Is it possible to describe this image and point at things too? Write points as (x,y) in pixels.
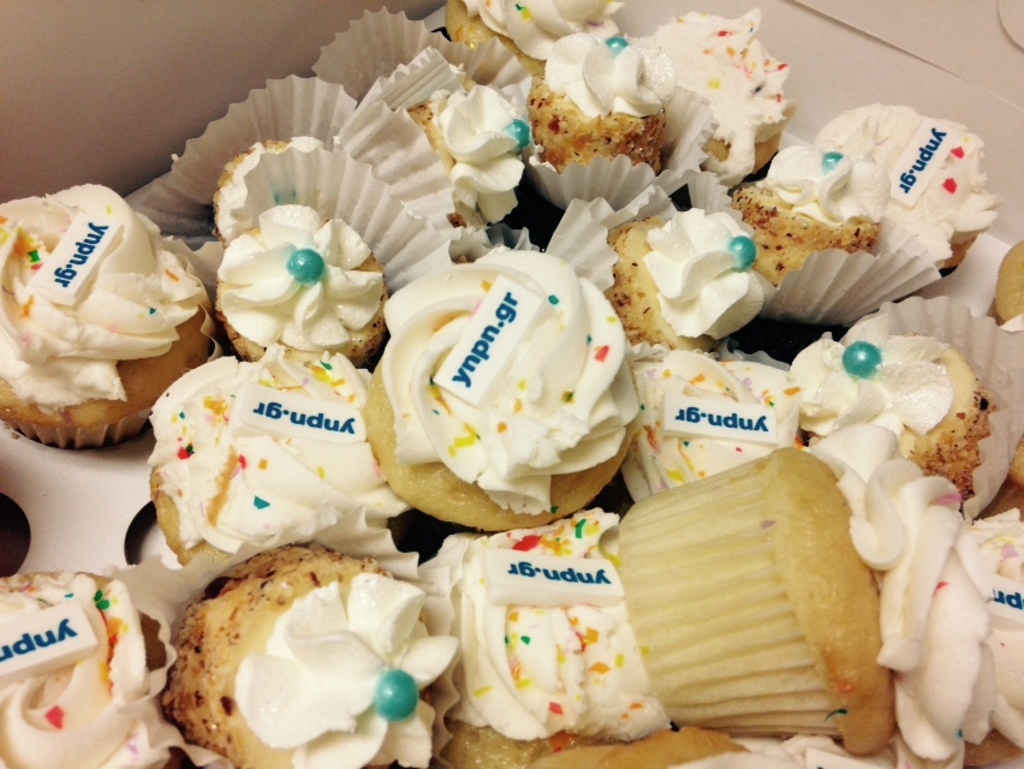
In this image there are cupcakes (496,447) in the box (115,465), there is text (497,326) on the cupcakes (282,467), there is a wall (185,61) towards the top of the image (248,63).
